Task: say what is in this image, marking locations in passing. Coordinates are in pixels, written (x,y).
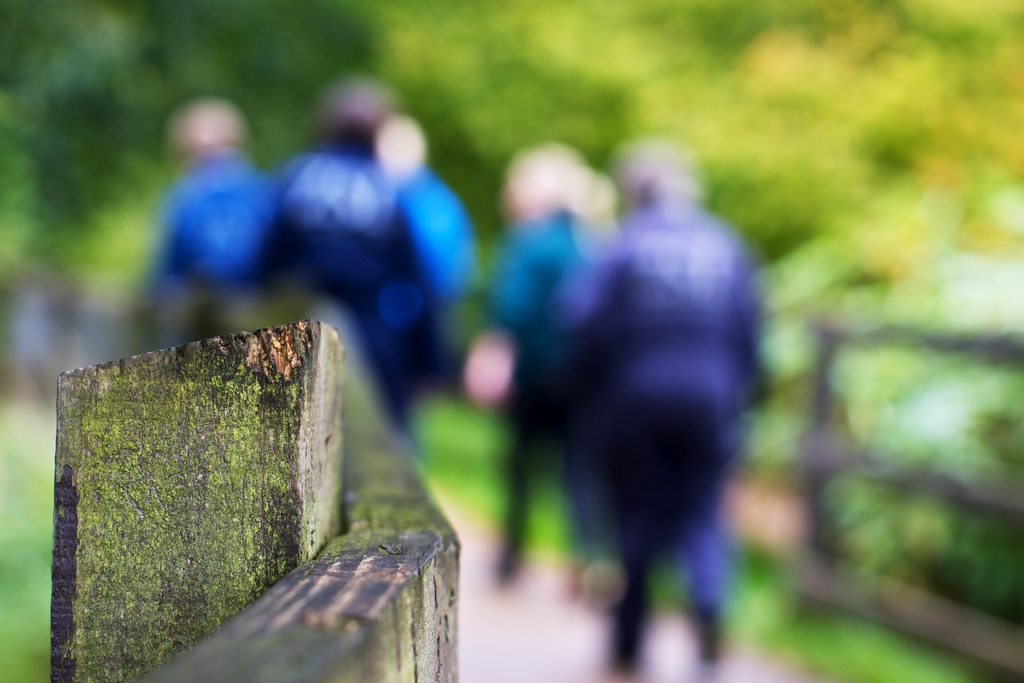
In the foreground of this image (359,530), it seems like wooden railing (361,568). In the blur background (237,198), there are few people (544,196) and the greenery (483,39).
